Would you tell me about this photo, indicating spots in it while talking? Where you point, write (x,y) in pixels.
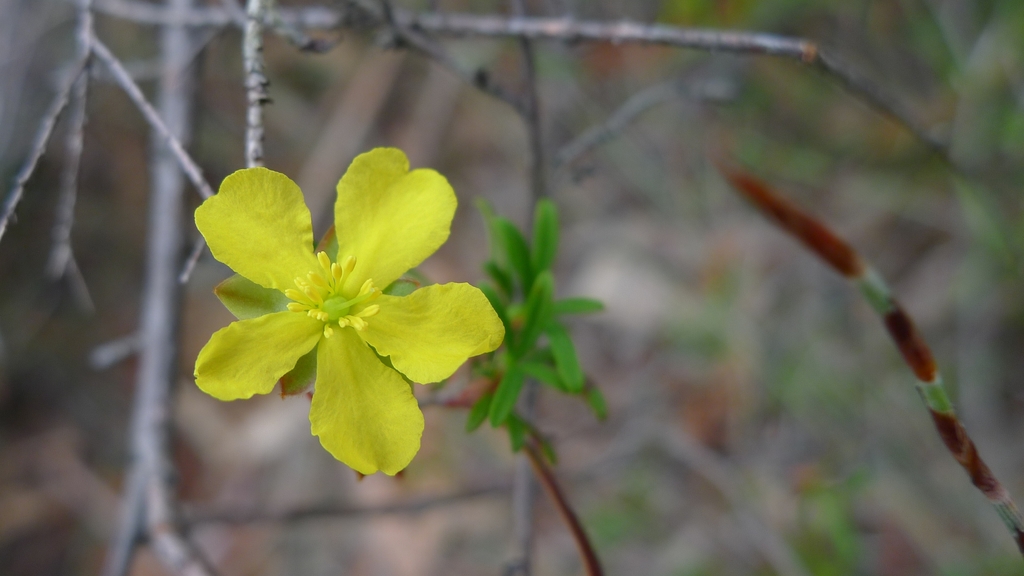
In the foreground of this image (429,309), there is a yellow color flower (423,365) to the plant (510,405). We can also see few sticks (175,126) and the background (801,136) image is blur.
